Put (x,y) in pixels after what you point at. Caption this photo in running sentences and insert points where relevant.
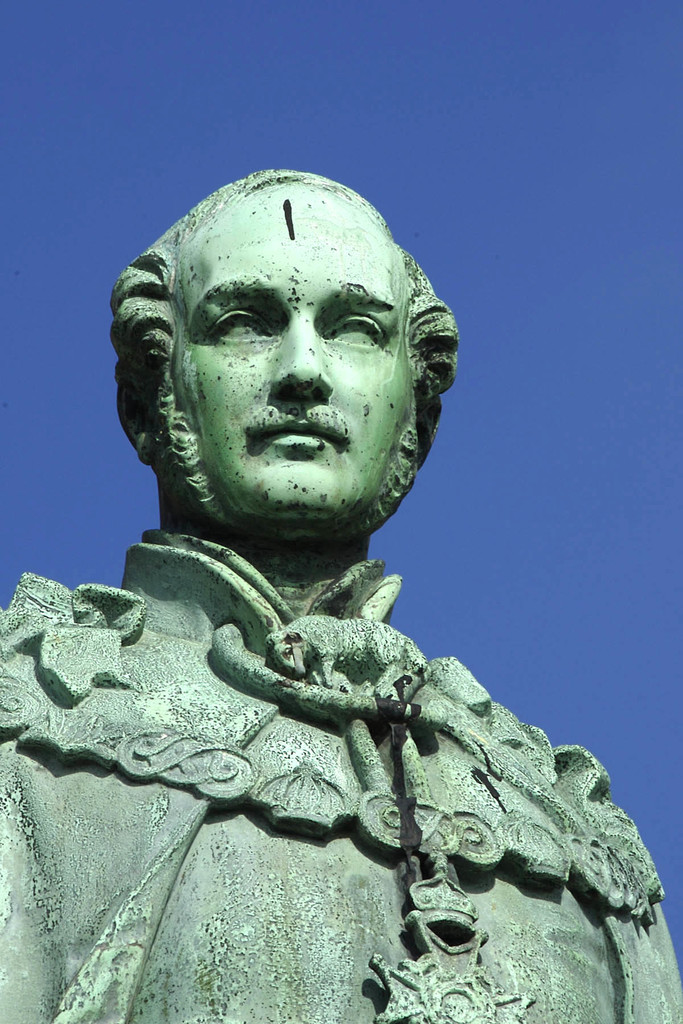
We can see a sculpture of a person (220,451). In the background (343,51) we can see sky (505,239) in blue color.
